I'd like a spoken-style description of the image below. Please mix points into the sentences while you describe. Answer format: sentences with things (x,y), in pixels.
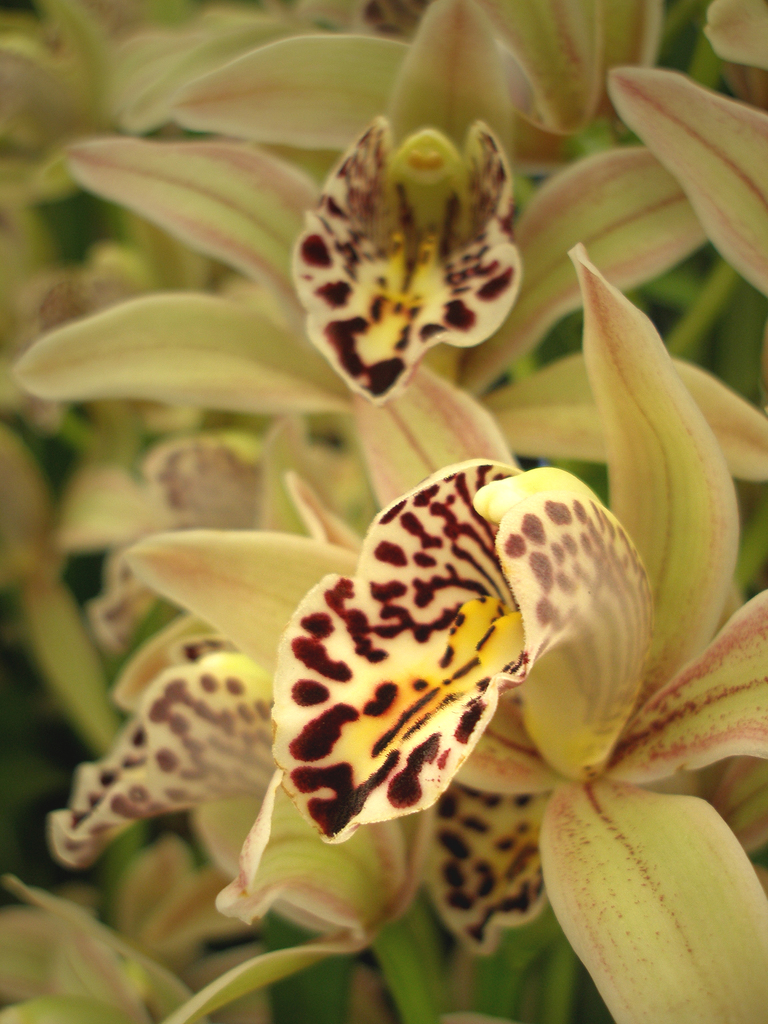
In this image we can see flowers (299,761).
